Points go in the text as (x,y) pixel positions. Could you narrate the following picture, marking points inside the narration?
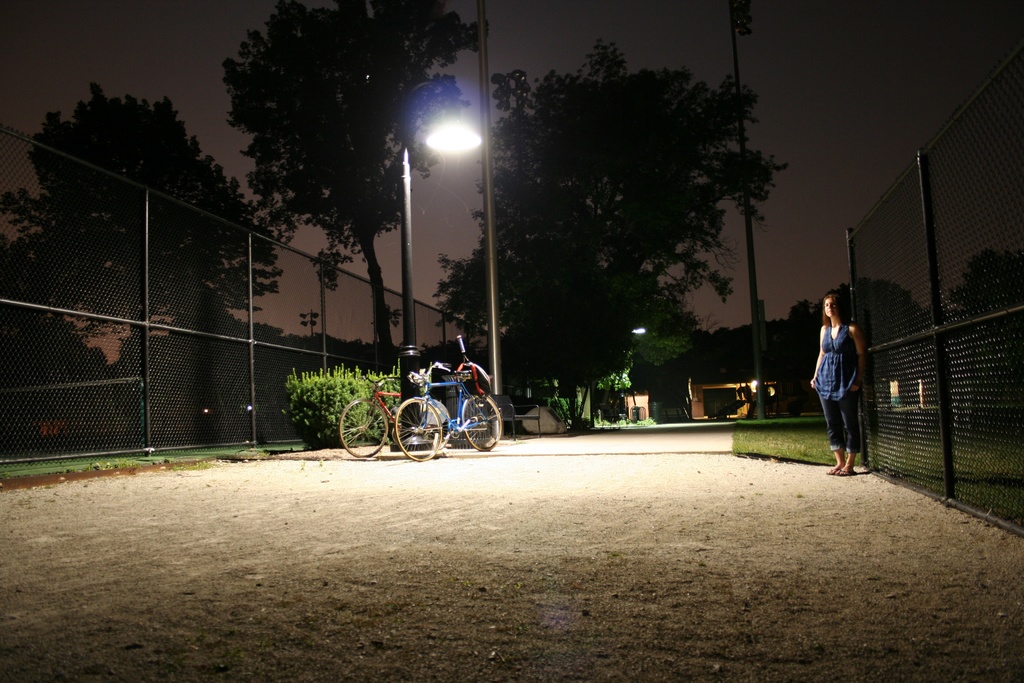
In the foreground (914,279) I can see a fence (109,398), plants (334,441), two bicycles (432,422) and a woman (853,469) is standing on the road (716,514). In the background (483,257) I can see trees (579,257), light poles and the sky (635,60). This image is taken during night.
